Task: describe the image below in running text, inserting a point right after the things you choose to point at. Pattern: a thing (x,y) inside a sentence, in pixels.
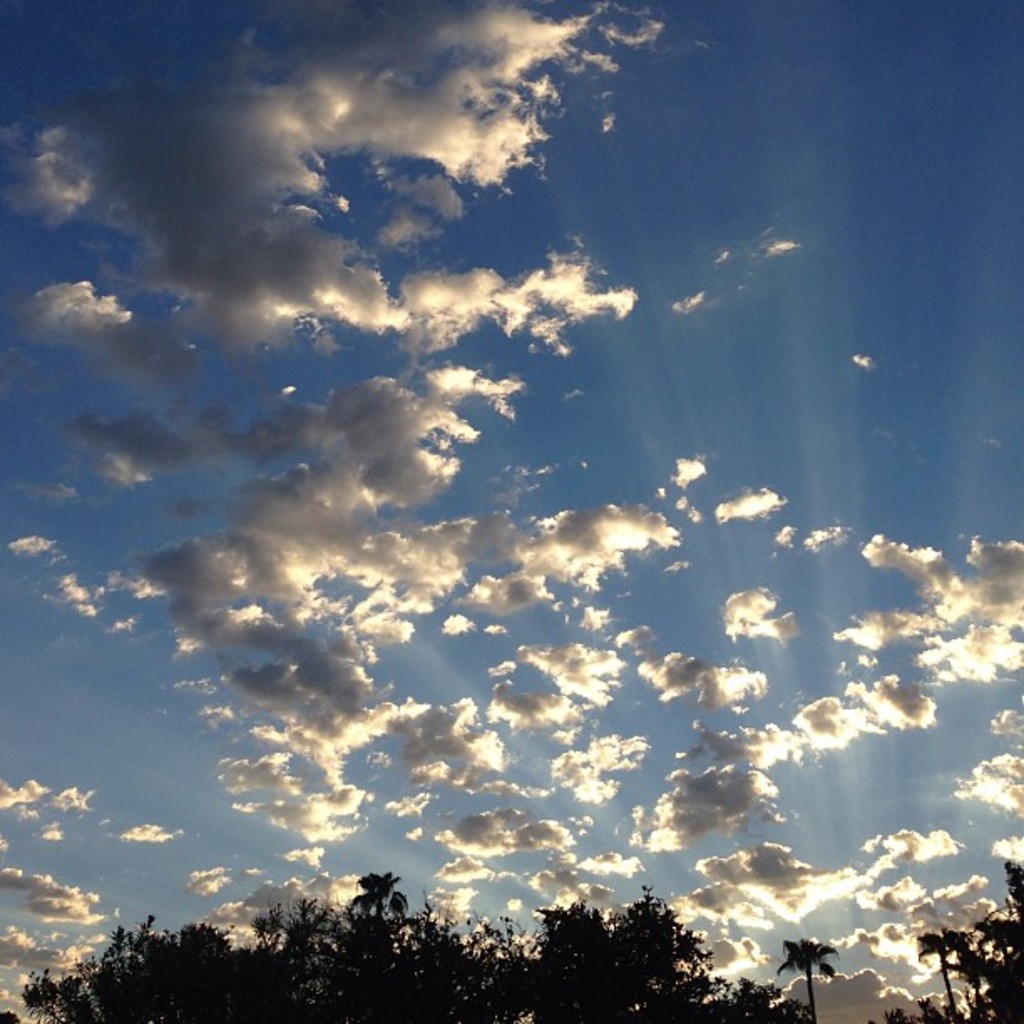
In this image, we can see trees (186,1010) and at the top (366,337), there are clouds (505,577) in the sky (536,427).
